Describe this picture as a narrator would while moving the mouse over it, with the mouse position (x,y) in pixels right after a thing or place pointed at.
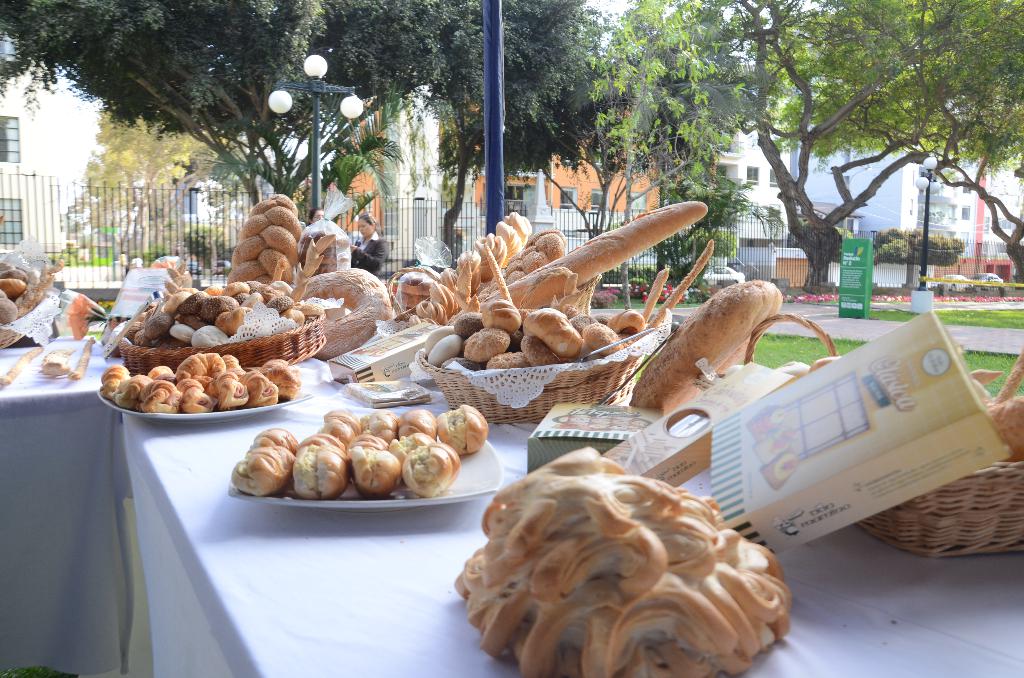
In this picture there is food (761,569) on the plates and in the baskets (964,490). There are baskets (921,526), plates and there are boxes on the table (339,538) and tables (202,617) are covered with white color clothes (243,610). At the back (288,185) there are two people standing and there are buildings (18,123) and trees (696,174) and poles (929,172) and there are vehicles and there is a railing (936,264) and there is a board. At the bottom (35,675) there is grass (978,368) and there is a road (1005,332).
